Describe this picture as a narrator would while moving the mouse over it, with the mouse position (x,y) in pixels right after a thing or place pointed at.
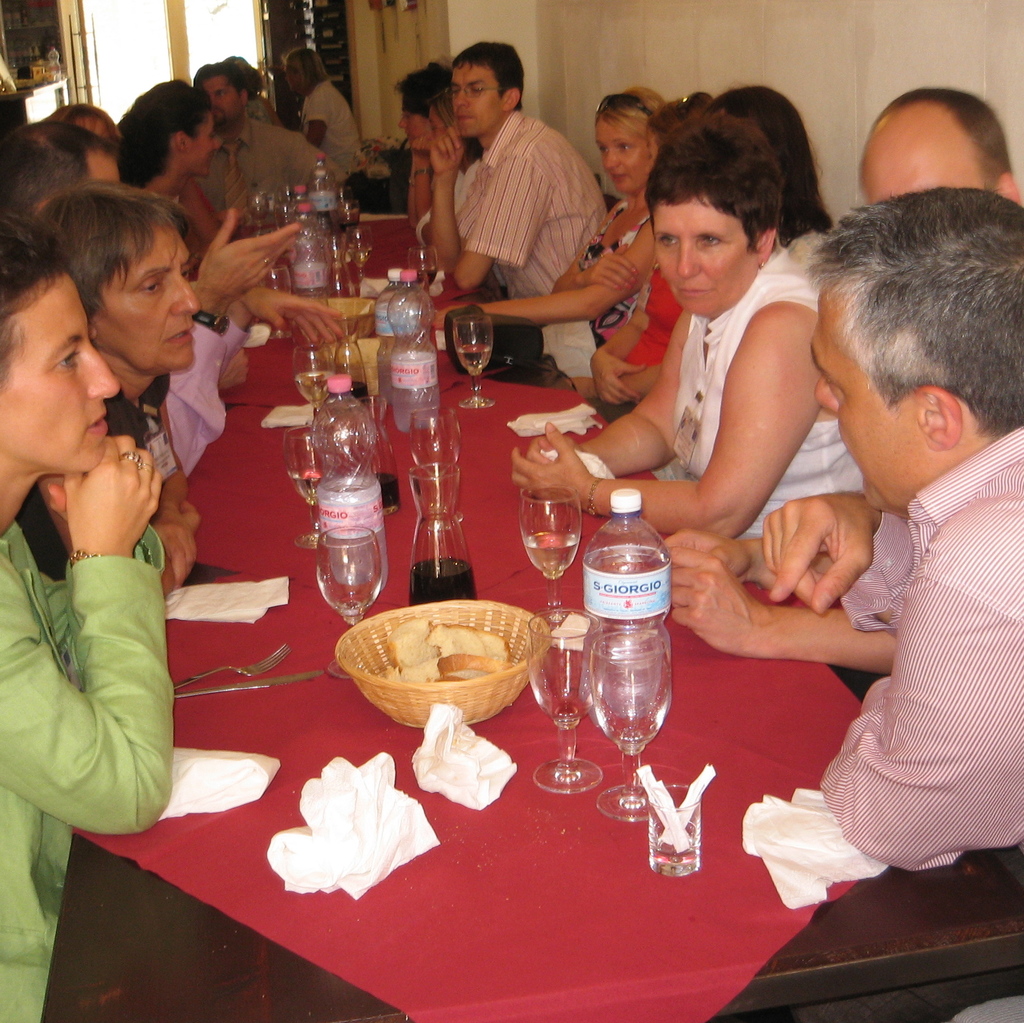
There is a group of people (971,159) sitting on a chair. They are having a drink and a conversation as well. This is a table (554,878) where a bottle (353,495), a glass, a basket (386,689) and tissues (346,803) are kept on it.
